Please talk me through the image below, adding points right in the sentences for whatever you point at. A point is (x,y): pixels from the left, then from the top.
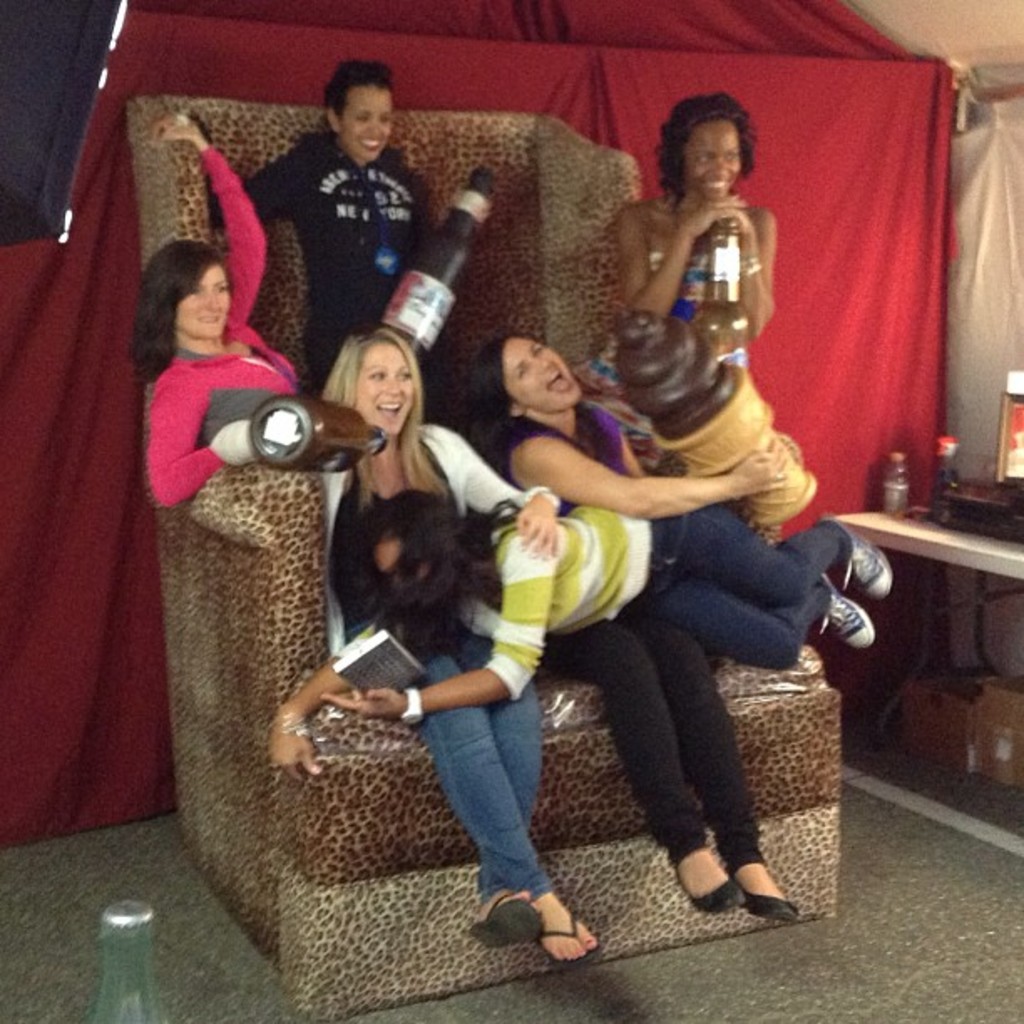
In this image we can see a chair (600,768). On the chair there are few ladies (342,364). They are holding something in the hand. On the right side (914,537) there is a table (973,535). On that there are bottles (898,492) and some other items (1001,448). Below that there is a cardboard box (924,709). In the back (874,261) there is a cloth (293,87). At the bottom (117,927) we can see a bottle (124,968).
